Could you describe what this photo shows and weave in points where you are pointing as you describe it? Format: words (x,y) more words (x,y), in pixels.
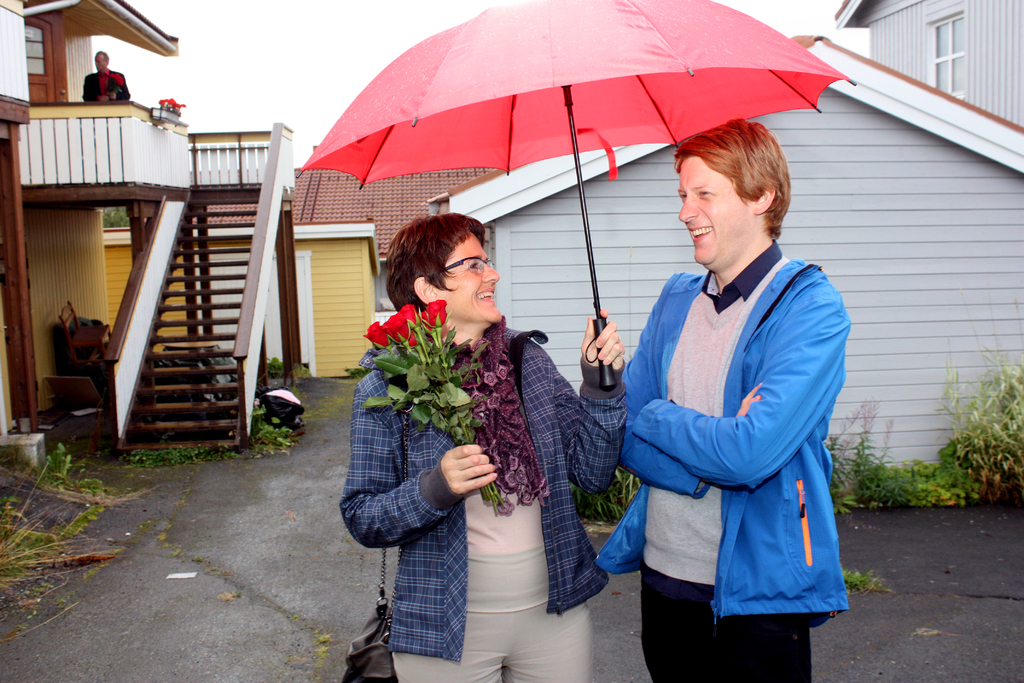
In the picture I can see a person (433,563) wearing blue color shirt (460,567) is holding rose flowers (445,377) and an umbrella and carrying a handbag (350,665) and standing on the left side of the image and a person (766,467) wearing blue color sweater (758,429) is standing and smiling. In the background (148,290), I can see stairs (138,306), I can see houses (978,19), plants (945,463) and the sky (236,37).
